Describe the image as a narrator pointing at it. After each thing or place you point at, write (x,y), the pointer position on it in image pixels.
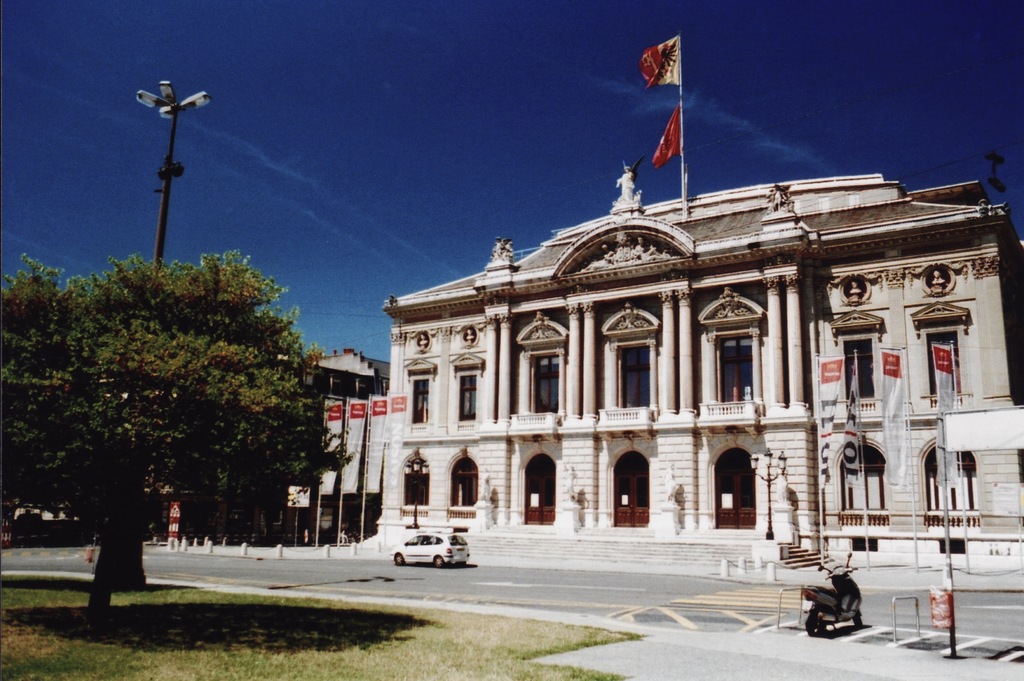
In the foreground of this image (466,640), on the left (136,424), there is a tree (167,330), pole (161,205) and the grass (236,648). In the middle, there is a car (456,558) and a motorbike (855,589) on the road (677,608). We can also see a building (694,328), few flags (856,419) and the sky (402,33) at the top (588,34).
